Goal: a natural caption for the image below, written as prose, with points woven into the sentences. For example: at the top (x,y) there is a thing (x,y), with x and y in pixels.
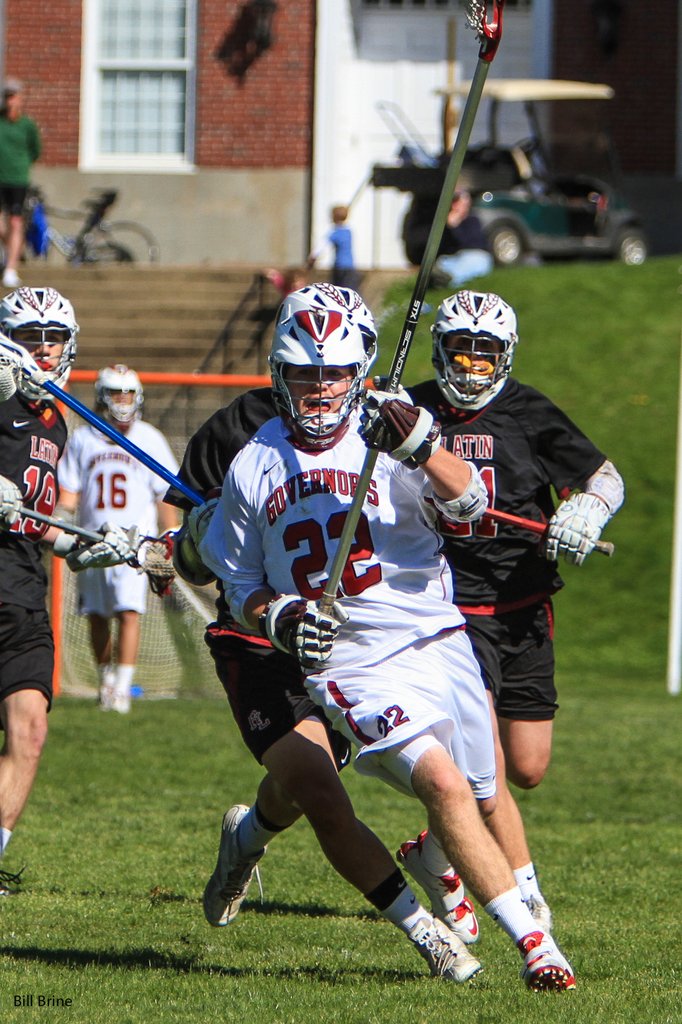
In this picture I can see there are few people (303,523) playing and they are wearing a jersey (371,552) and there is some grass (176,727) on the floor (428,300) and there is a boy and a person (22,143) standing on the stairs (100,351) in the backdrop (15,114) and there is a building (253,145) in the backdrop (334,170).
